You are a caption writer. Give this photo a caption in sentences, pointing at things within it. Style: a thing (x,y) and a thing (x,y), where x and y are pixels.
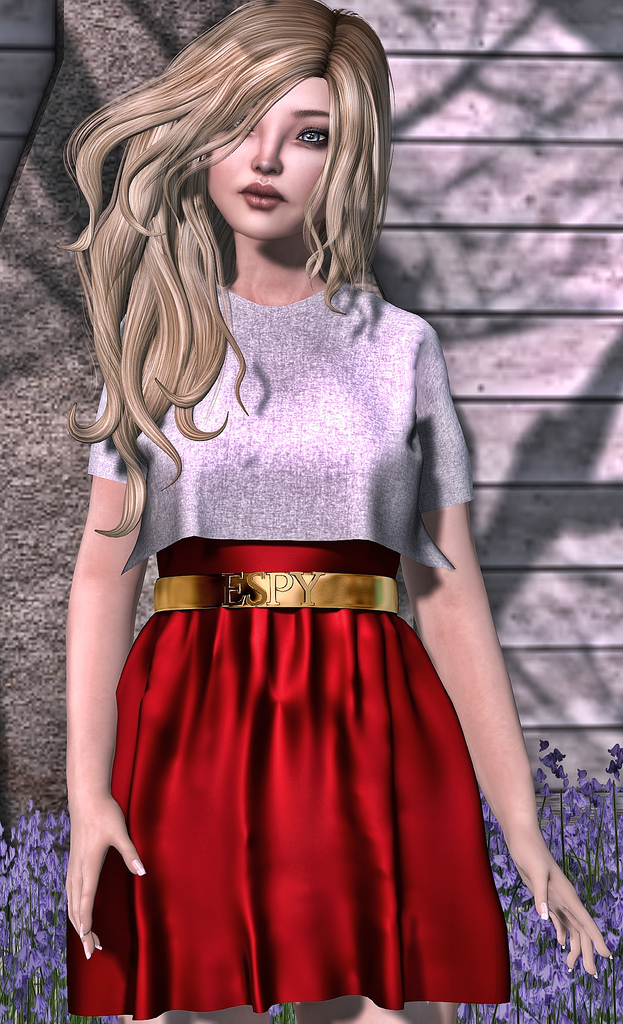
In this animated image there is a barbie doll (407,350) in the center (212,445) and there are flowers (567,855) and a wall (498,374) in the background area (483,358).
